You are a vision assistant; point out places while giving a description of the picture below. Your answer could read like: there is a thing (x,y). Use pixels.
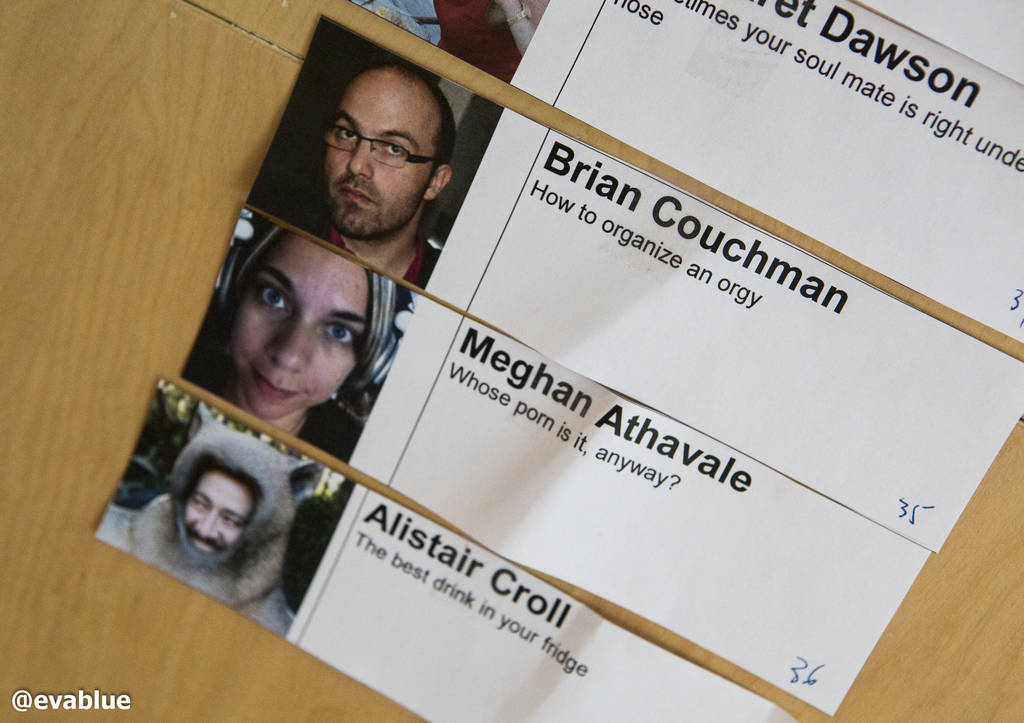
In this image I can see cream and brown colored wooden surface (193,42) and few papers (855,639) are attached to it. On the papers (701,507) I can see pictures (234,502) of few persons (246,472) and something is written.
